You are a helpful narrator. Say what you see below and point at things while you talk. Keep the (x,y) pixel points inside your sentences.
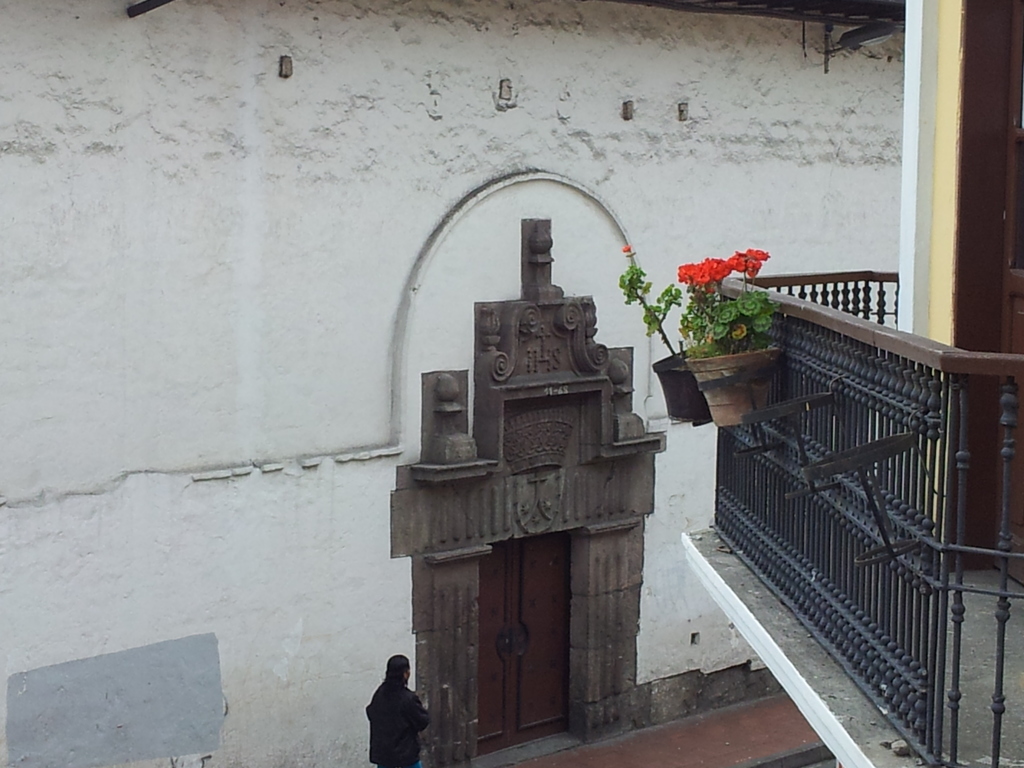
In this image, we can see an architecture (582,526), doors (515,659), white wall (313,608). Right side of the image (902,629), we can see grills (837,545), flowers (711,279), plant (750,337) with pots (736,370), pillar (944,212). Top of the image (861,33), there is a light (873,40). At the bottom (398,729), we can see a person (395,741).
